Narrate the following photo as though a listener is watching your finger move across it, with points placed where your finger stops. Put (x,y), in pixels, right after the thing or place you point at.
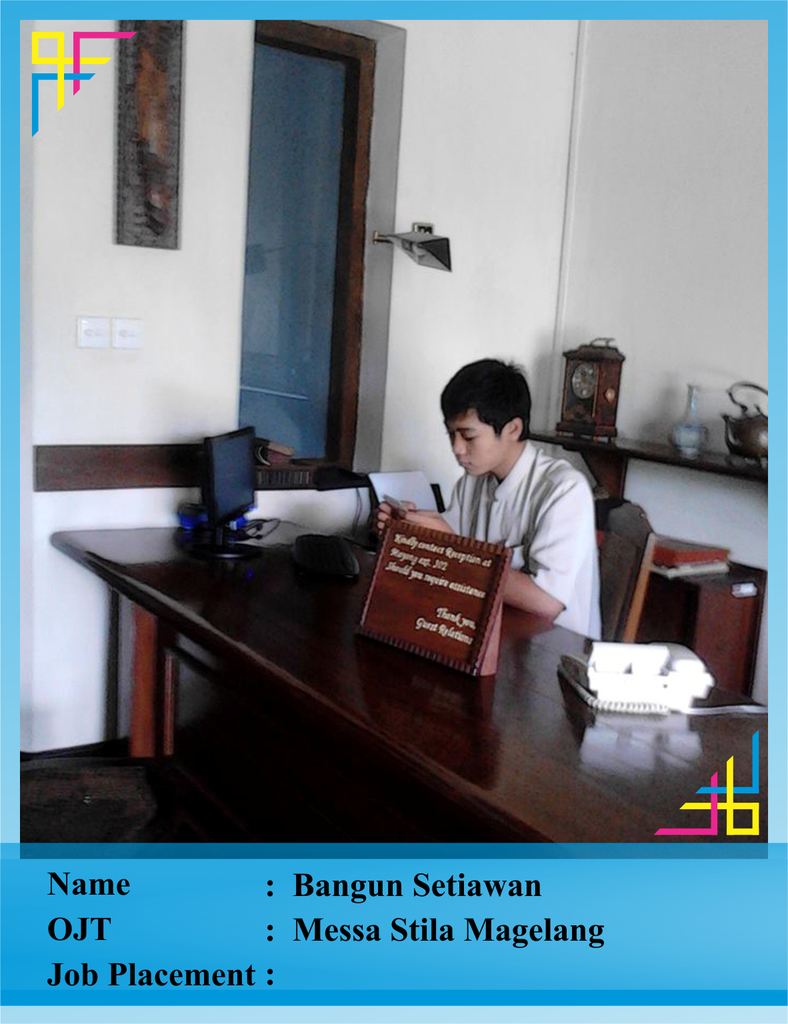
In this image, There is a table (619,820) which is in black color and on that table (664,755) there is a brown color object (438,607), There is a computer (233,485) which is in black color, There is a boy (520,522) sitting on the chair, In the background (730,99) there is a white color wall (545,222) and there is a window (299,263) which is in brown color.
